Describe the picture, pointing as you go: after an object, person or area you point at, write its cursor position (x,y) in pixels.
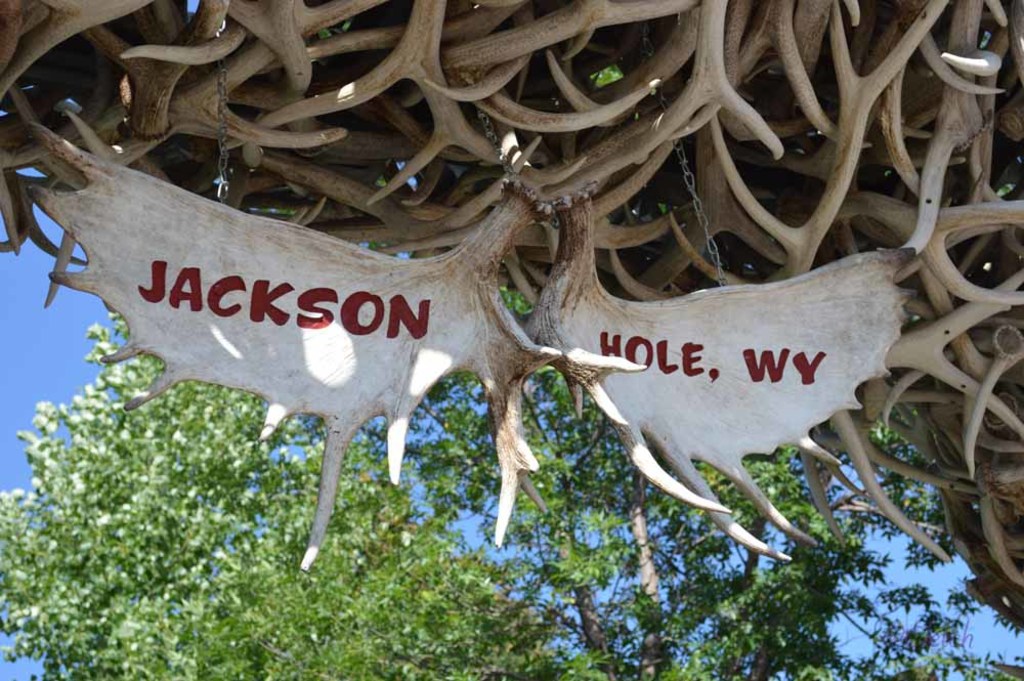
In this picture I can see few trees (454,517) in the background (333,533) and the sky (68,382). At the top (263,23) they look like wooden structures (573,274) with names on it.
